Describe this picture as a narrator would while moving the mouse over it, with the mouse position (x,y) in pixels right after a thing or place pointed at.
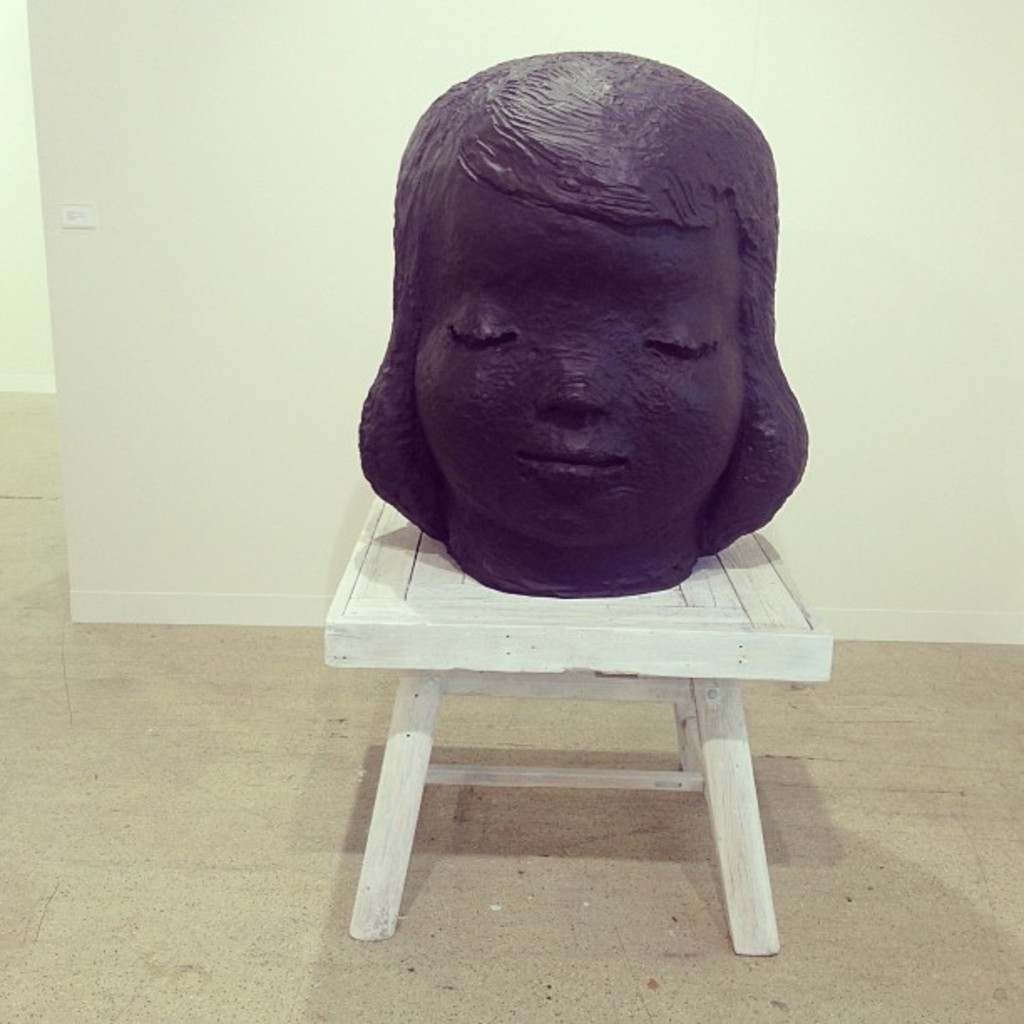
This is the picture of a sculpture (494,575) of a girl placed in a stool (426,593) and at the back ground (165,483) we have a wall (100,114).
